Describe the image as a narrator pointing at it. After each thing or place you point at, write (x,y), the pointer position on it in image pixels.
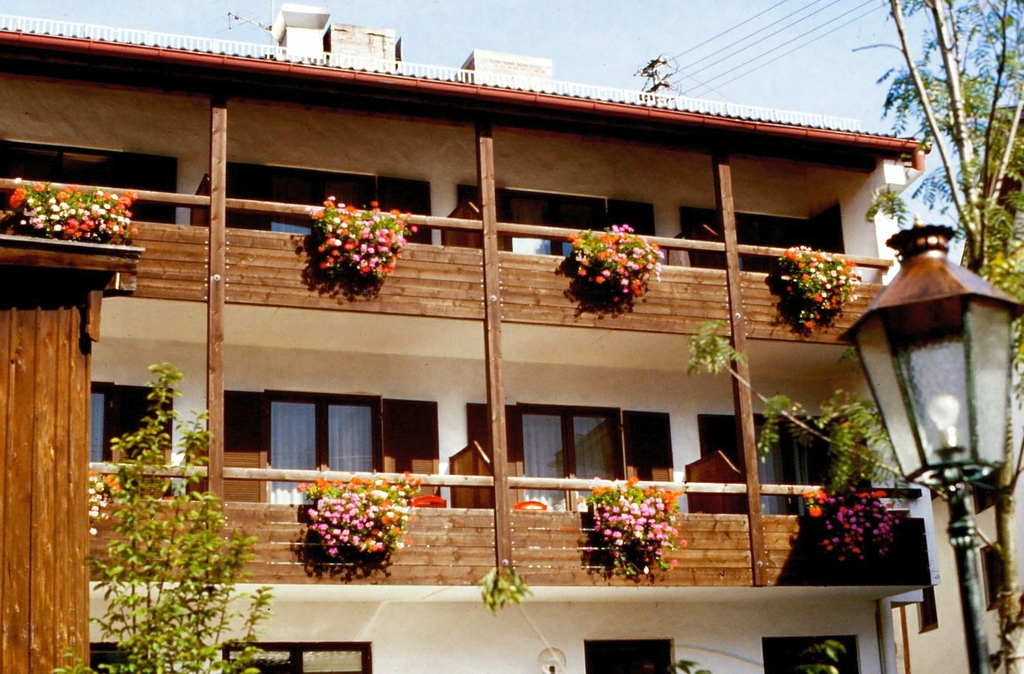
This picture is taken from the outside of the building (787,548). In this image, on the right side (974,391), we can see a street light (972,527), trees (1023,144). On the left side of the image (85,201), in a planter (76,211), we can see a plant (48,210) with some flowers (64,202). In the background (276,630), we can see a building (423,437), pillars (503,444), glass window (350,458), in the glass window (359,453), we can see a curtain (309,440). At the top (653,68), we can see an electrical pole (660,81), electrical wires (701,46). At the bottom (134,516), we can see some plants (191,656) and a door (780,636).
